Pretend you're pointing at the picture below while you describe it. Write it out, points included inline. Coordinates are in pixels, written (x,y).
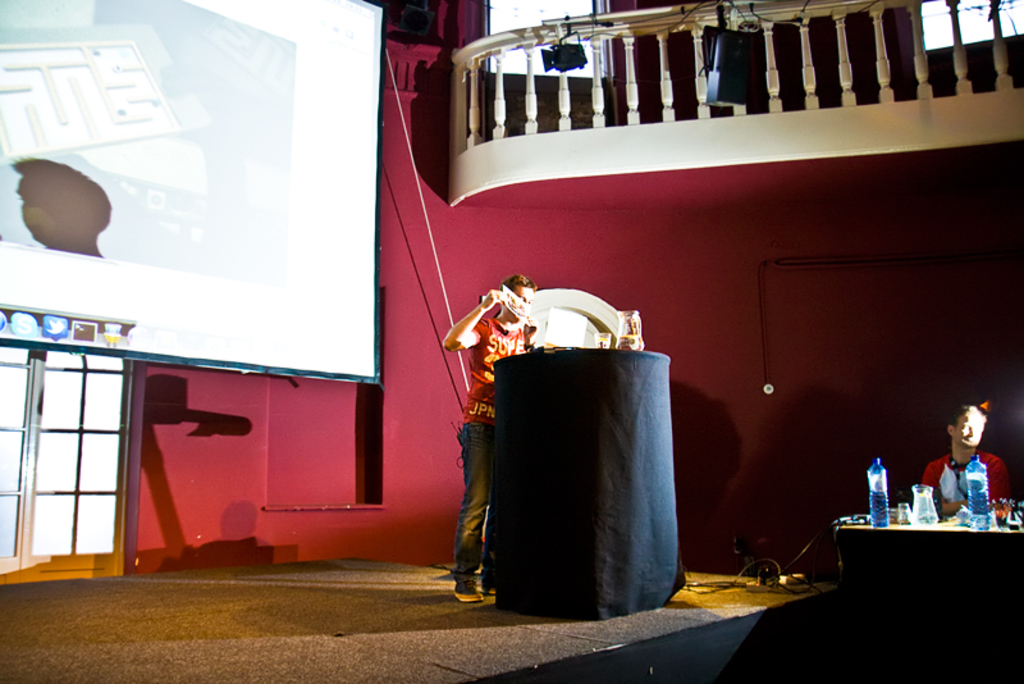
In this picture there is a man (483,410) who is standing near to the speech desk (636,454). On the left (243,191) I can see the projector screen (197,228) which is placed near to the door (38,389). On the right (969,441) there is a man (958,499) who is sitting near to the table (951,569). On the table (952,524) I can see the glass (912,516), water bottles (882,512), and cables (1009,514). In the top right (920,76) I can see the railing (769,50) near to the windows (568,12).
